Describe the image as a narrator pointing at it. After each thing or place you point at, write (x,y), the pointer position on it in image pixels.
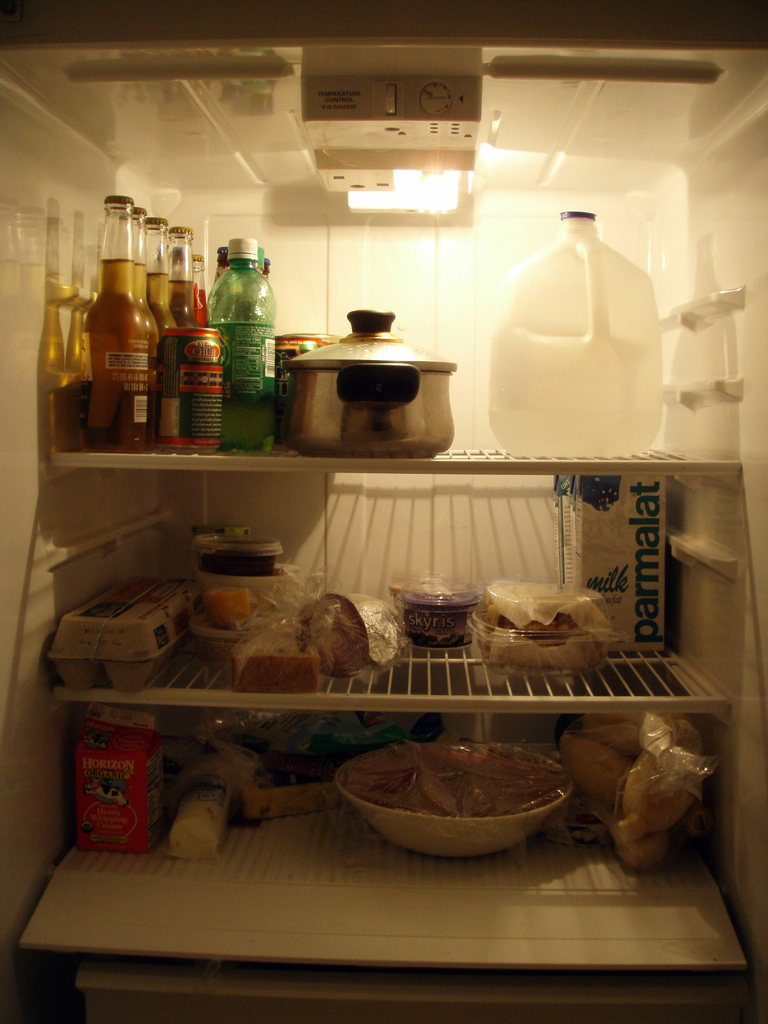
This is the picture of a refrigerator (170,176). In this image there are bottles (103,331), covers (203,777) bowls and there is a can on the trays (507,912). At the top (385,168) there is a light (421,194) and there is a button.
